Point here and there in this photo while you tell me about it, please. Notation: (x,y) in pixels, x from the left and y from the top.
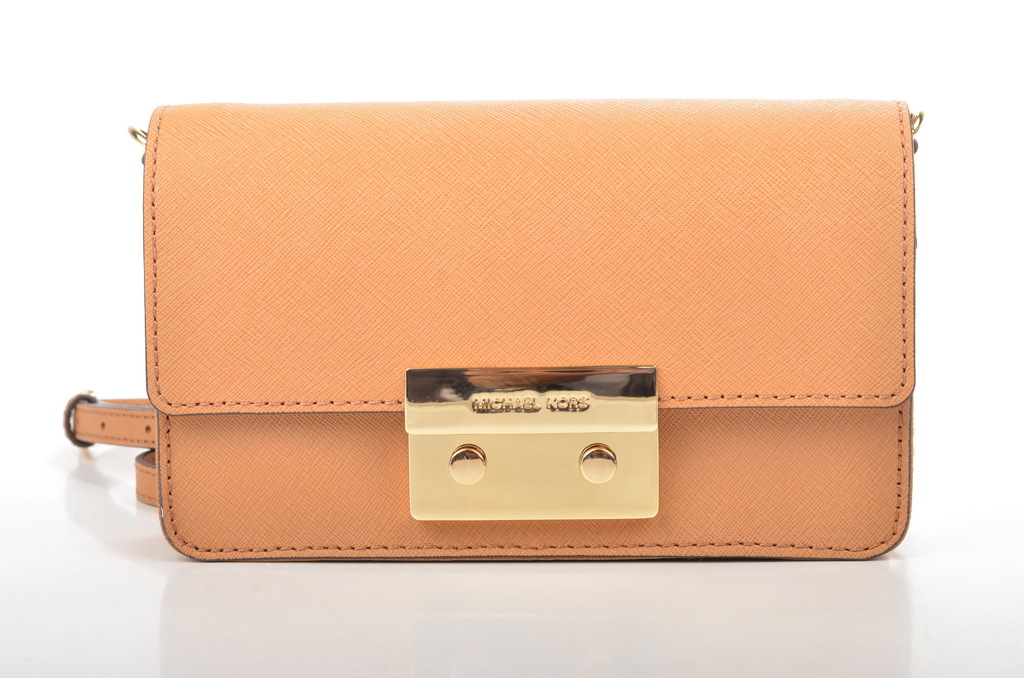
In the center (464,443) we can see one hand bag (598,348), which is in peach color.
